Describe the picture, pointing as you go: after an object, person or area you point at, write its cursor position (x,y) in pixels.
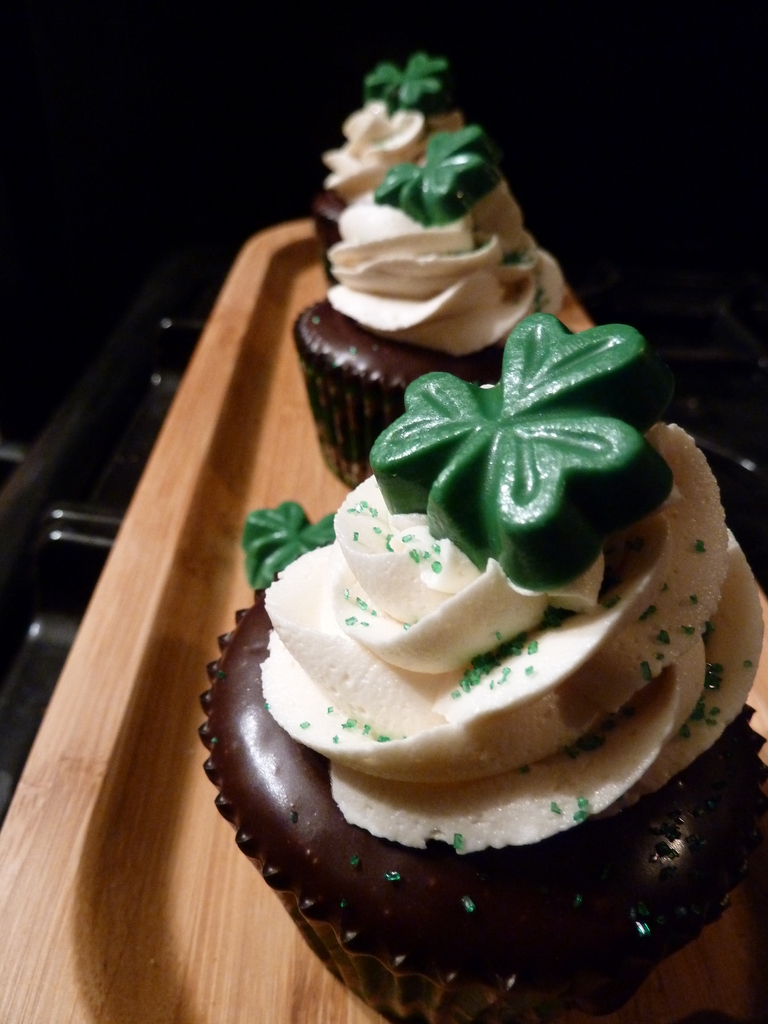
In this picture I can observe cupcakes (374,345) which are in brown and white colors. These cupcakes (329,420) are placed in the wooden tray (152,757). The background (196,63) is dark.
